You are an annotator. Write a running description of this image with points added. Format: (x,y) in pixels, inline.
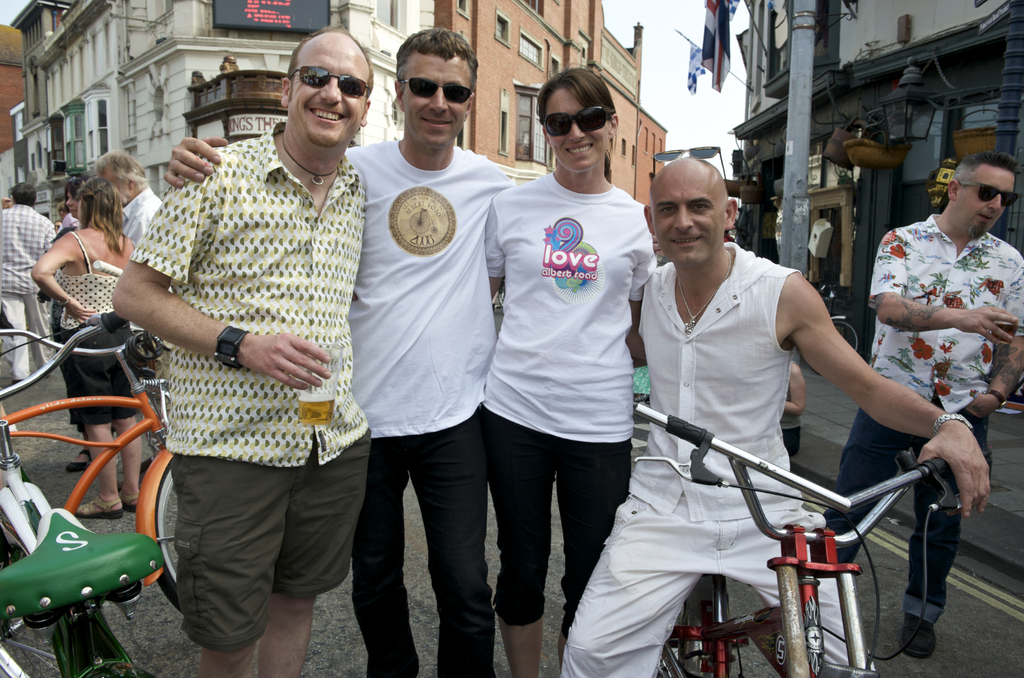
Here we can see a three people (525,615) who are standing on the road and there is another person (681,160) who is sitting on a bicycle (846,668) and they are all smiling. There is a person (981,174) on the right side (1006,289). In the background (90,430) we can see a few people (84,285) and buildings (581,58).
